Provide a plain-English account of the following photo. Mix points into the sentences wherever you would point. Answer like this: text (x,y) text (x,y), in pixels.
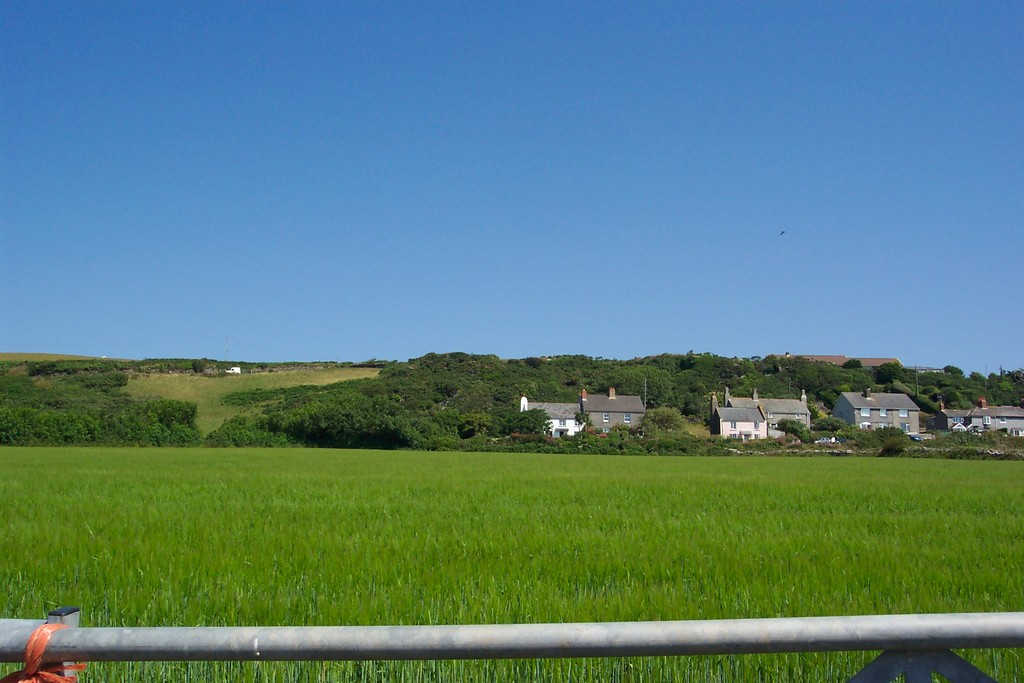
In this image I can see plants (514,536), trees (478,422), buildings (616,423) and a rod (654,644). In the background (381,215) I can see the sky (466,190).
